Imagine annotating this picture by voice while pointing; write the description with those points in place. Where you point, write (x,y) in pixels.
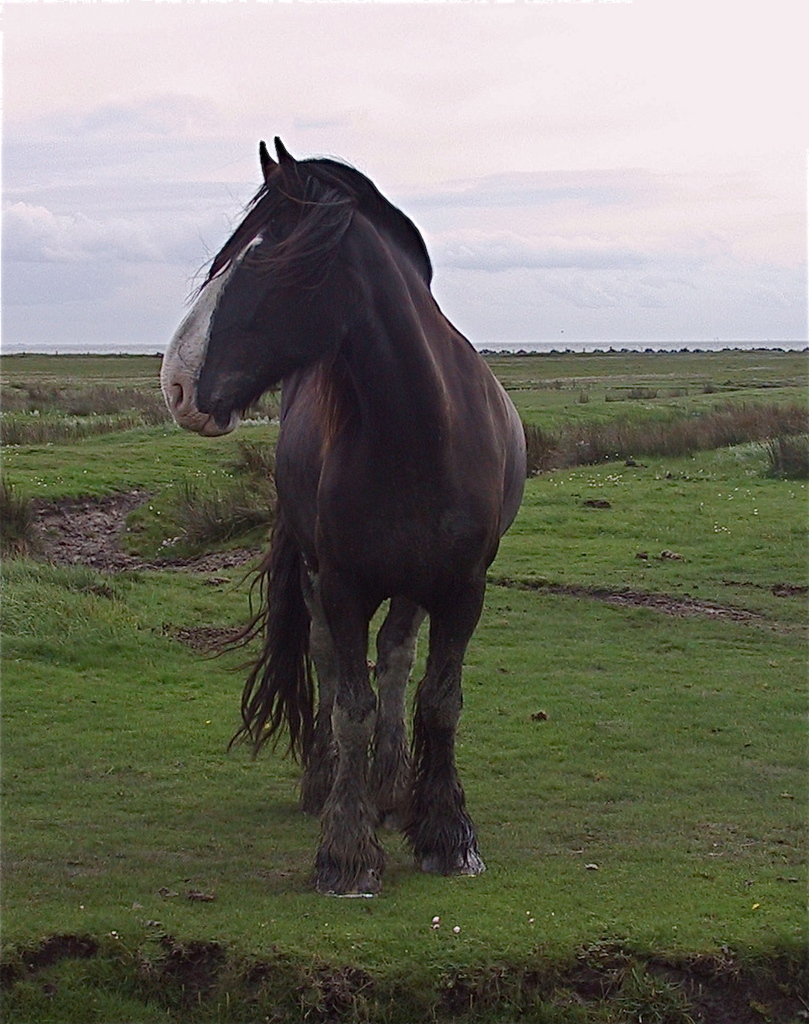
In this image in the center (282,578) there is one horse (302,462), at the bottom (501,937) there is grass (655,416) and in the background (655,406) there are some plants (77,387). At the top of the image (726,150) there is sky (542,195).
